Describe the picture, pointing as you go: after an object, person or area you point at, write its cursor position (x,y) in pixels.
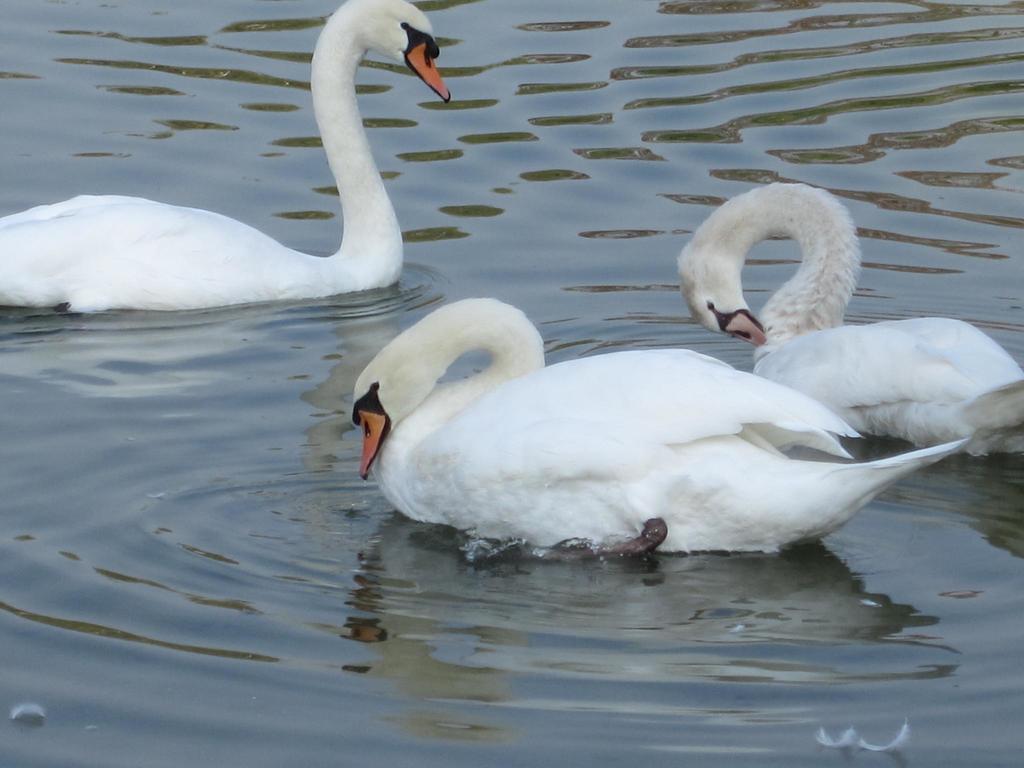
In the center of the image (546,372) we can see three swans (625,489). In the background of the image (123,45) we can see the water (281,721).
